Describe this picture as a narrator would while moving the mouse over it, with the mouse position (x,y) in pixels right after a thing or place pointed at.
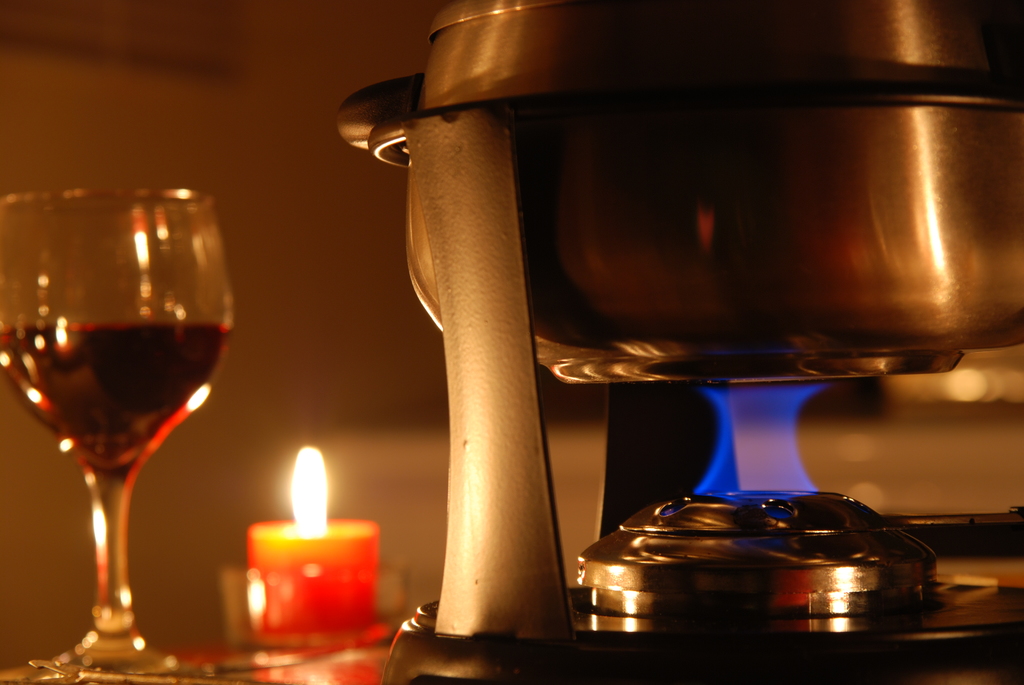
On the right side of the image (858,29) there is a stand (639,502) with vessel (901,269). Under the vessel (663,325) there is a flame (726,489). On the left side of the image (82,414) there is a glass (129,394) with wine (104,381) in it. And there is a candle (301,553) with a flame (300,500). And there is a blur background (965,400).
